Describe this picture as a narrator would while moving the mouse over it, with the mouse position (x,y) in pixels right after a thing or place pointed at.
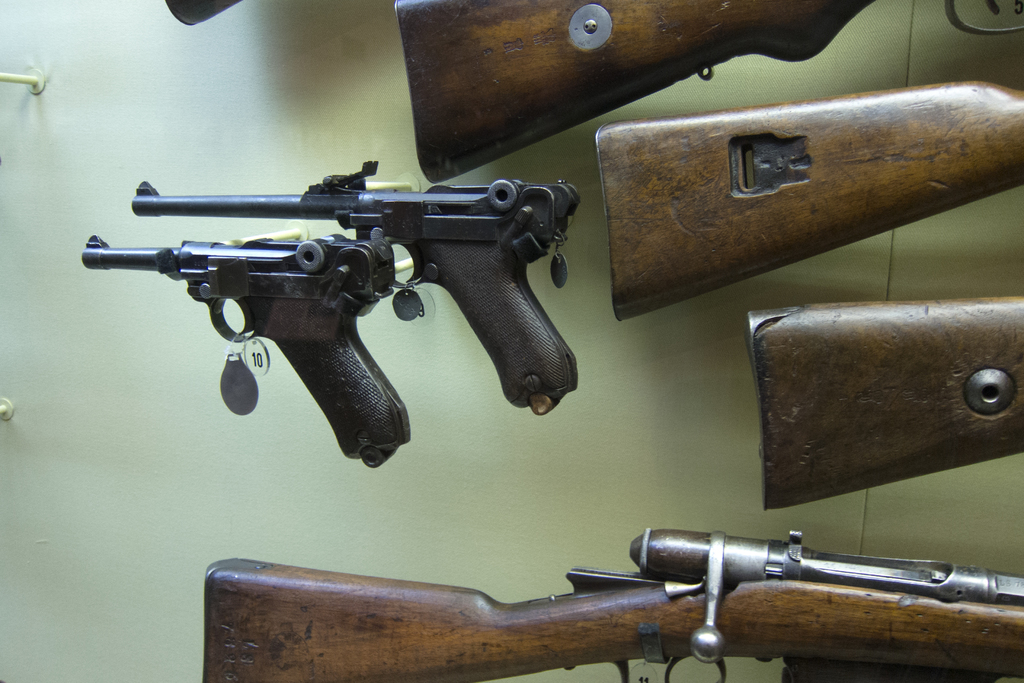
There are many guns (447,136) hanged on the wall (462,455).
